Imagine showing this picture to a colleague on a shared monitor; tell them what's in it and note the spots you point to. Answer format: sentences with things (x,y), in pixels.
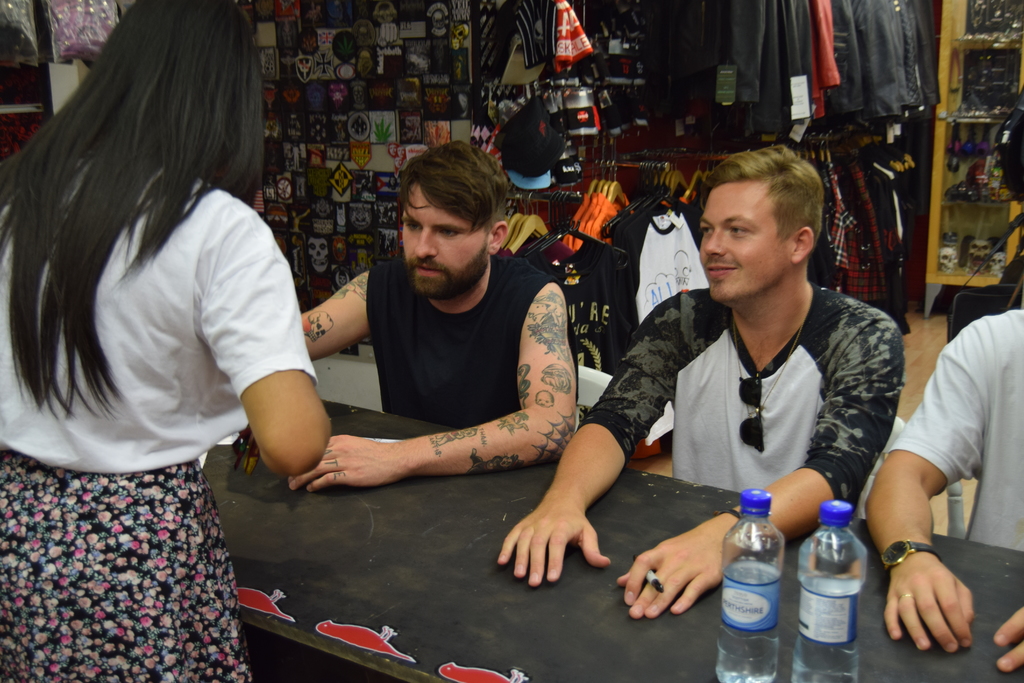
Here we can see people (527,339). On this table (456,591) there are bottles (736,590). Background (860,72) there are clothes (855,57) and things (584,97). On this person (517,332) hands (522,363) there are tattoos (551,343).
